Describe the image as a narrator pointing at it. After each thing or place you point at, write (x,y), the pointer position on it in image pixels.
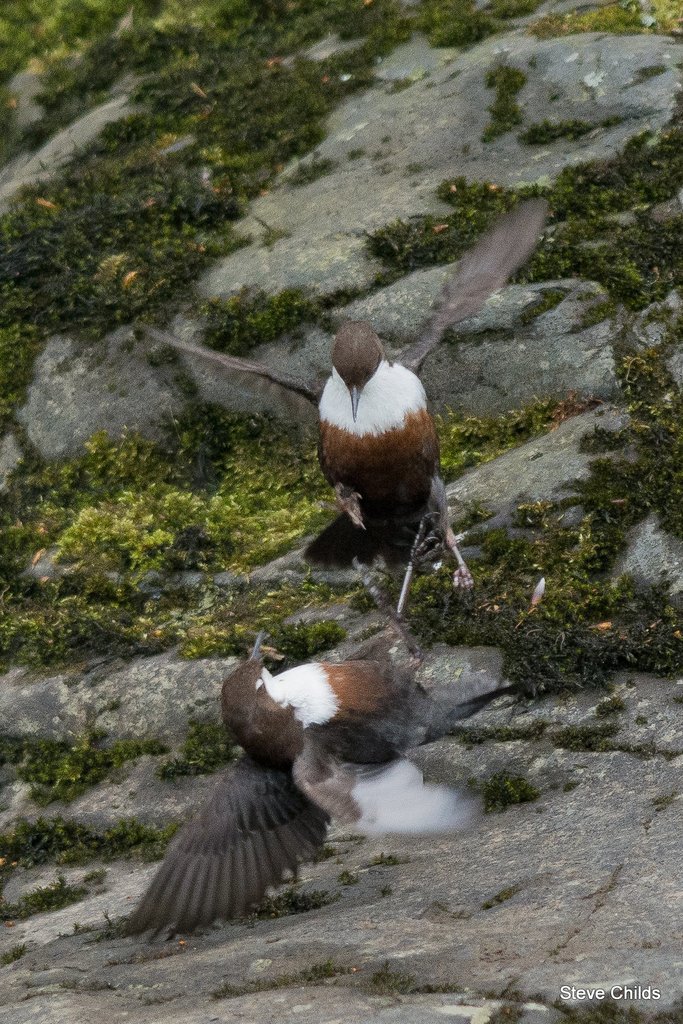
In this picture we can see the rocks (590,285) and the moss (627,358). We can see the birds (197,879). In the bottom right corner of the picture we can see the watermark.
